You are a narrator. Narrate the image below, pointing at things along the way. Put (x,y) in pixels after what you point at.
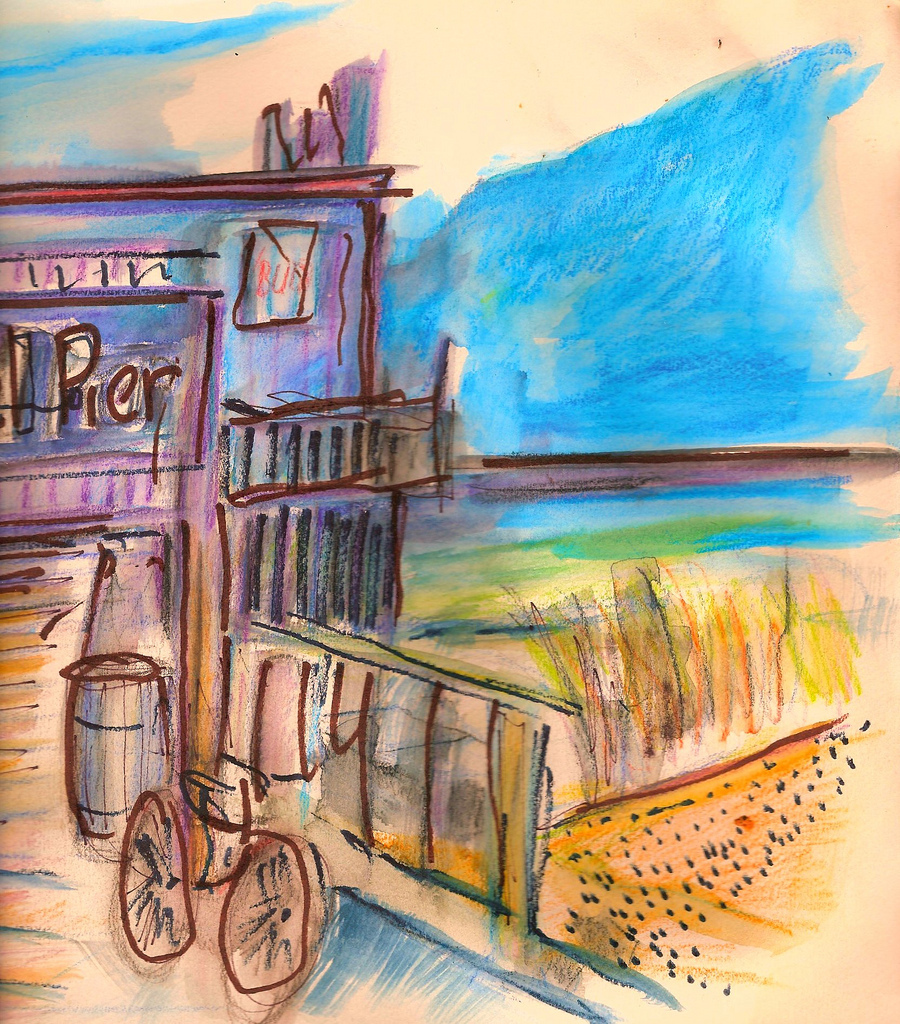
In this image there is a drawing (383,522) and there is a cycle (223,832) and there are colours which are pink, blue and green.
